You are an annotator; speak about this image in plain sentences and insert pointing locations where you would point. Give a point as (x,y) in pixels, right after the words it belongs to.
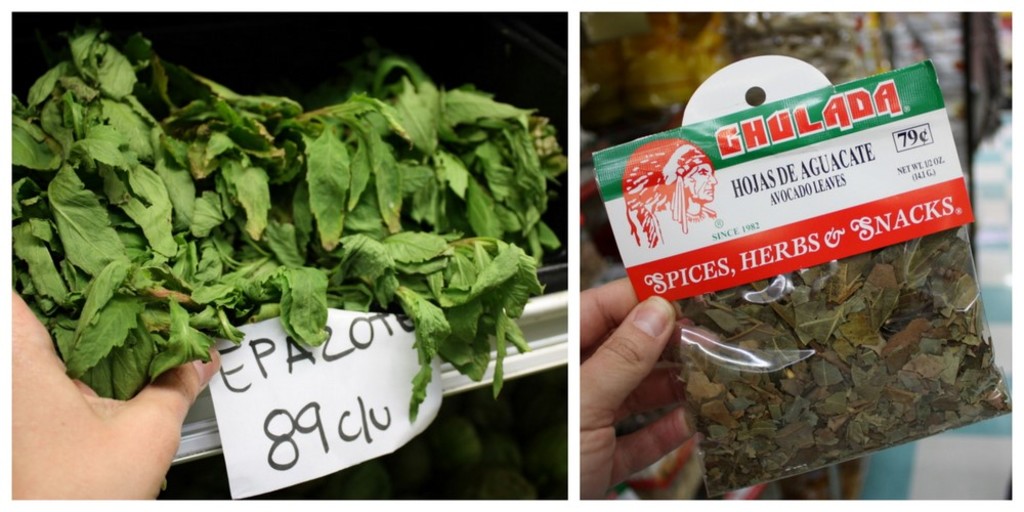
This image is a collage of two images. On the left side of the image (263,294) there are a few green leaves (189,195). There is a paper (317,369) with a text (280,439) on it and there is a hand (53,438) of a person (53,438). On the right side of the image of a person (614,394) is holding a packet (737,375) of spices (840,334) in hand (652,365). There is a text (750,184) on the packet (760,221). In the background (967,61) there are a few things (622,134).
